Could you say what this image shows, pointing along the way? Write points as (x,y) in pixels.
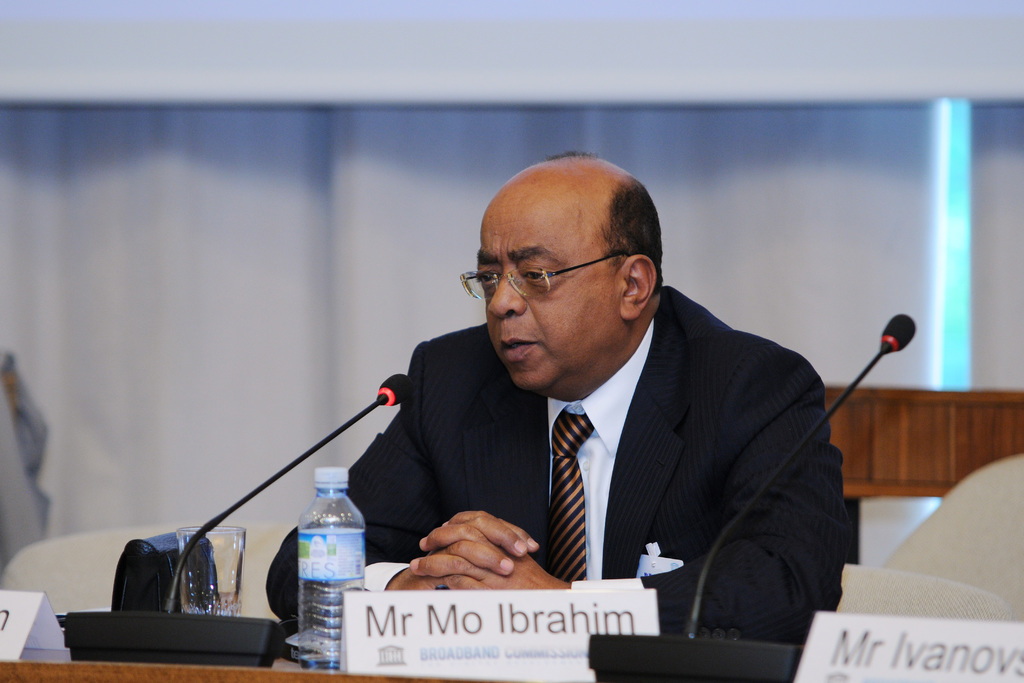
A man (499,335) sitting on a chair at a table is speaking.
